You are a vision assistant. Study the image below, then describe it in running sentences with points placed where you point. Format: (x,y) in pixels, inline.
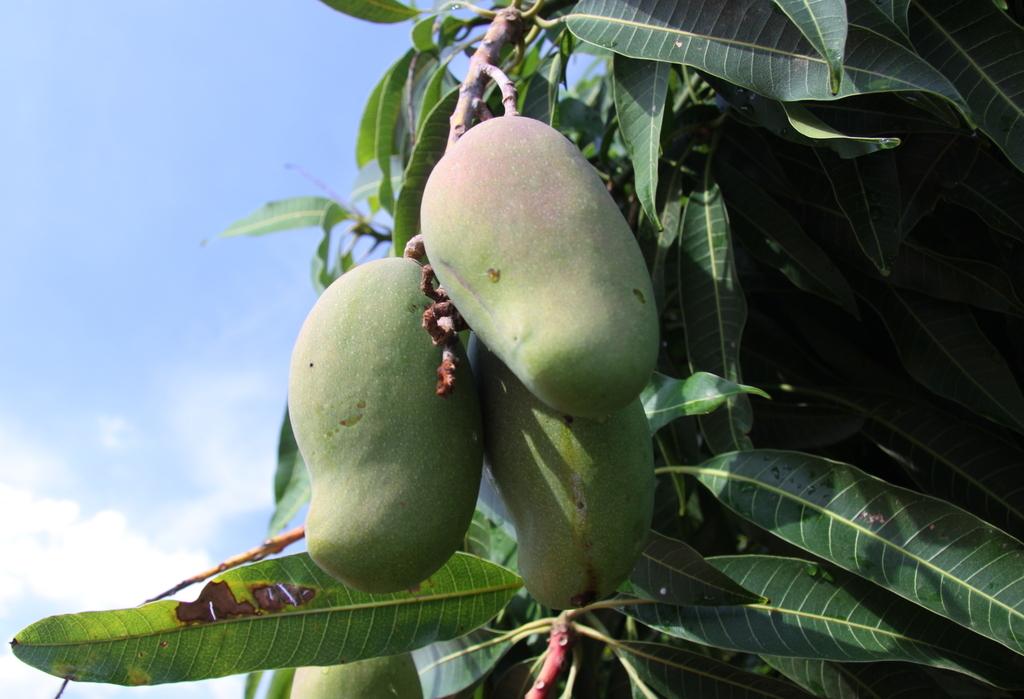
In this image we can see a tree (724,562). There are few mangoes (492,457) to a tree (483,510). There is a blue and a slightly cloudy sky (88,456) in the image.
